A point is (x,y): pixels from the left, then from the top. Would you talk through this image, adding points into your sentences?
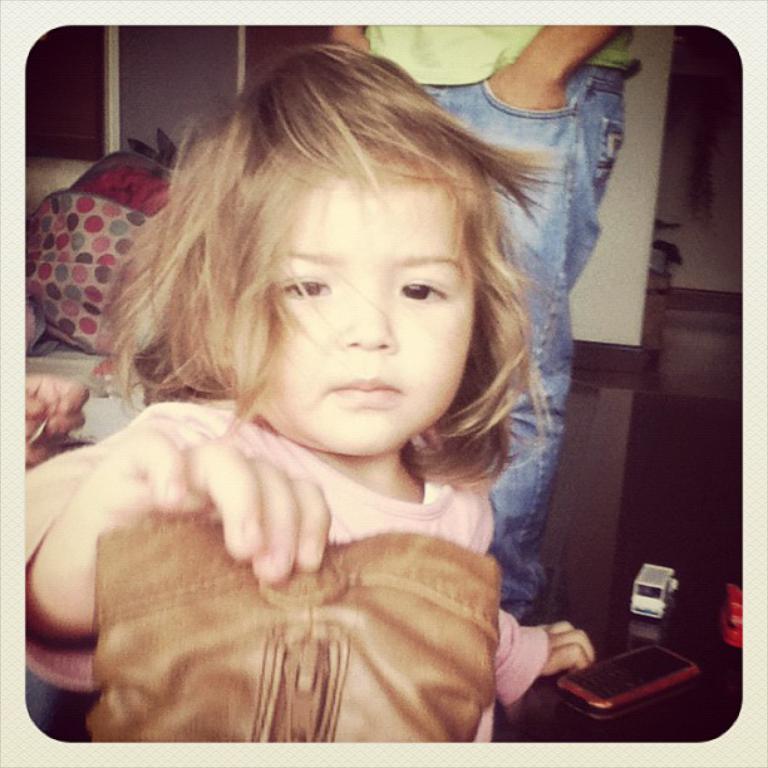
In this image there is a girl (299,478) holding a bag (116,619) in her hand (299,491), in the background (533,193) there is a man (478,39) standing and there is a wall (166,26), beside the girl (561,660) there is a table (580,511), on that table (641,710) there is a mobile (653,656) and toys (659,604).
